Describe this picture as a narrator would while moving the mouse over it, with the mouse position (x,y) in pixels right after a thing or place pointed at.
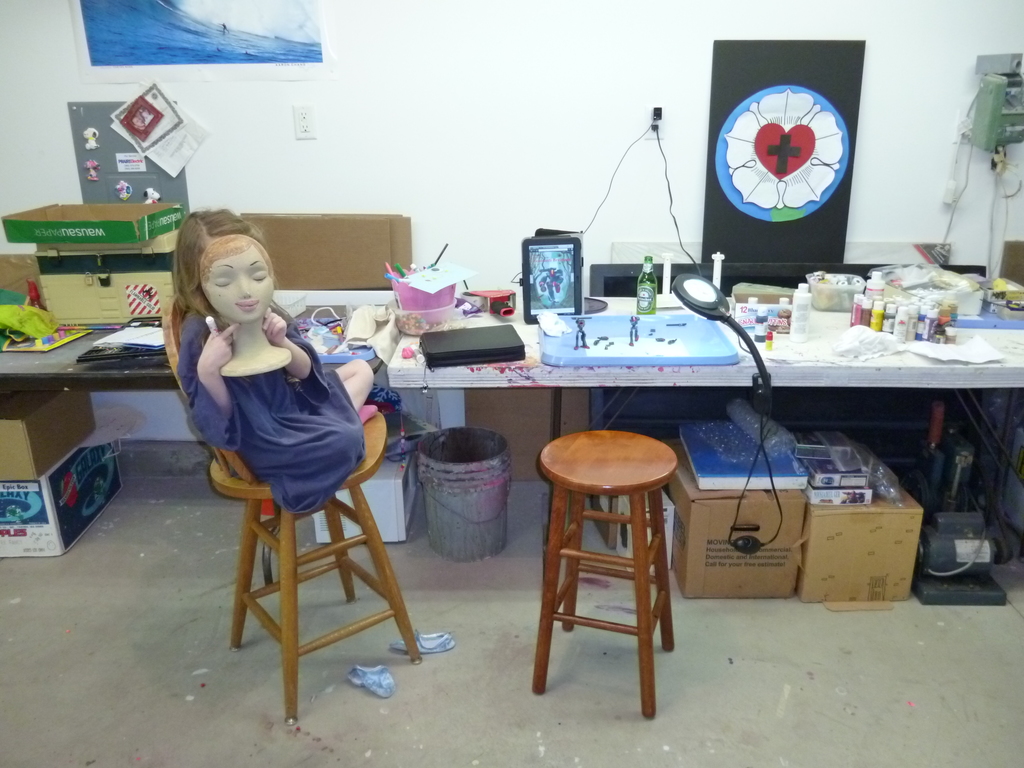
A girl (291,417) holding a statue (245,317) is sitting on a chair (333,506), There is another stool (608,554) next to her. On the floor (422,659) there are socks (378,678), bucket (478,528), boxes (776,577) and many other items (766,486). And there is a table (516,362) in the background (581,373). On the table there are paints (880,312), painting (722,221), photo frame (543,279), book (473,339), boxes (110,278) and many other items (917,285). On the wall (581,88) there is a painting (271,50), socket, switch board (653,135).
